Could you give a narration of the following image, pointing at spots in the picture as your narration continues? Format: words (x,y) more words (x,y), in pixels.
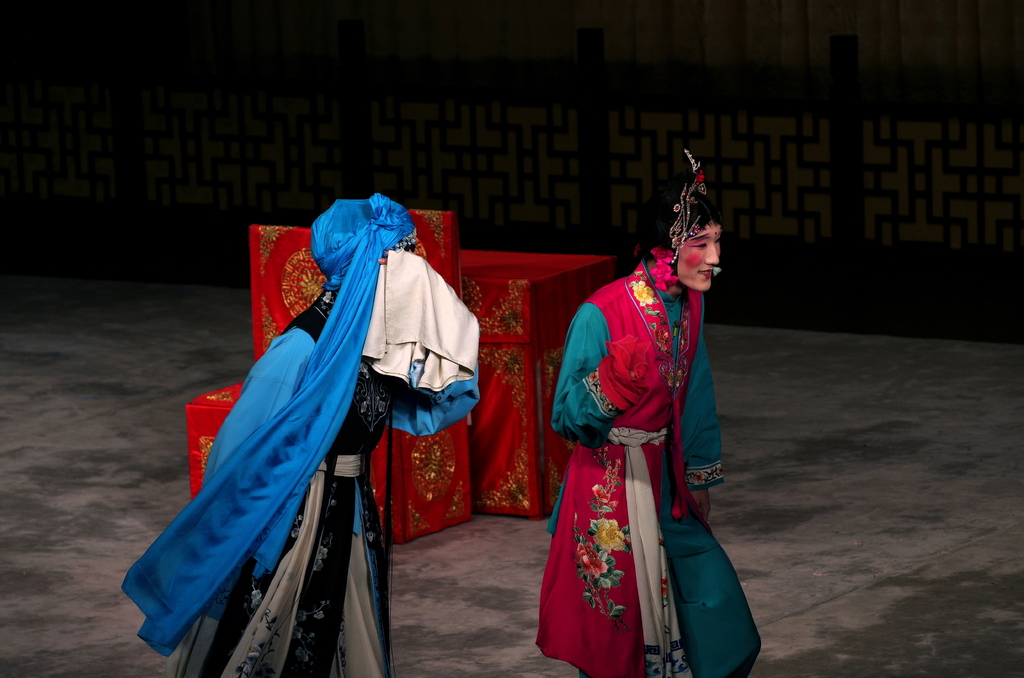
In this image in the front (432,415) there are persons (330,373). In the background (516,314) there are objects (543,293) which are red in colour and there is an object (405,117) which is black in colour.
